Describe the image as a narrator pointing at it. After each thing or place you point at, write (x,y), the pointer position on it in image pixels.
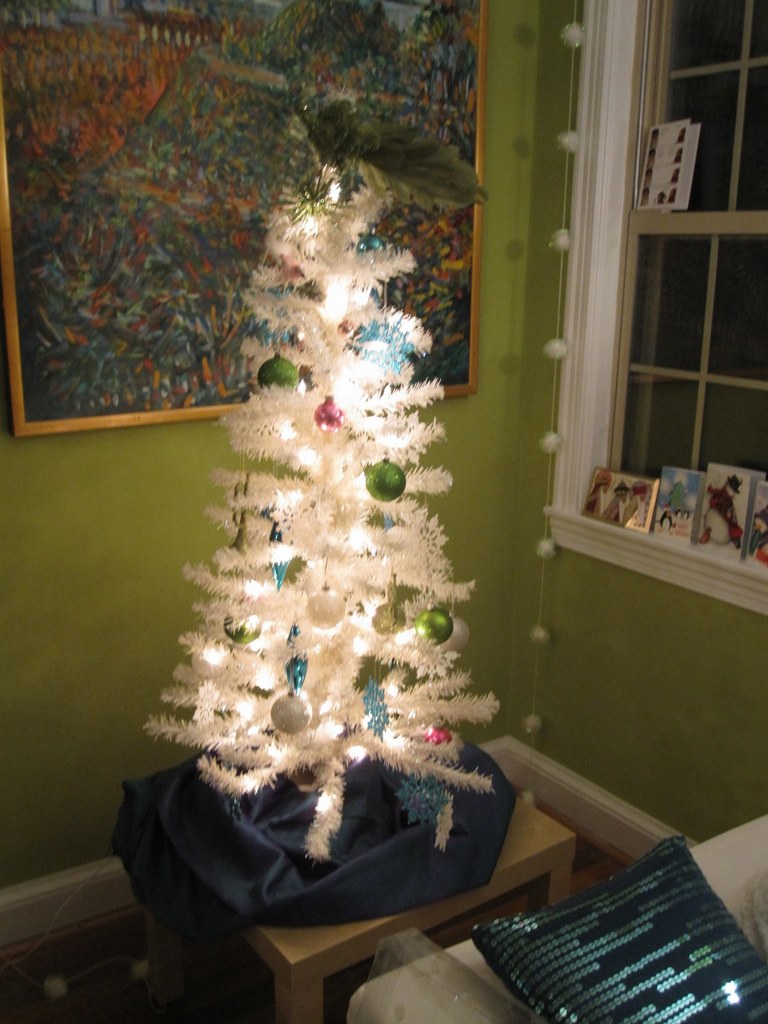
In the image we can see there is a christmas tree (324,851) which is kept on the table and it is decorated.
